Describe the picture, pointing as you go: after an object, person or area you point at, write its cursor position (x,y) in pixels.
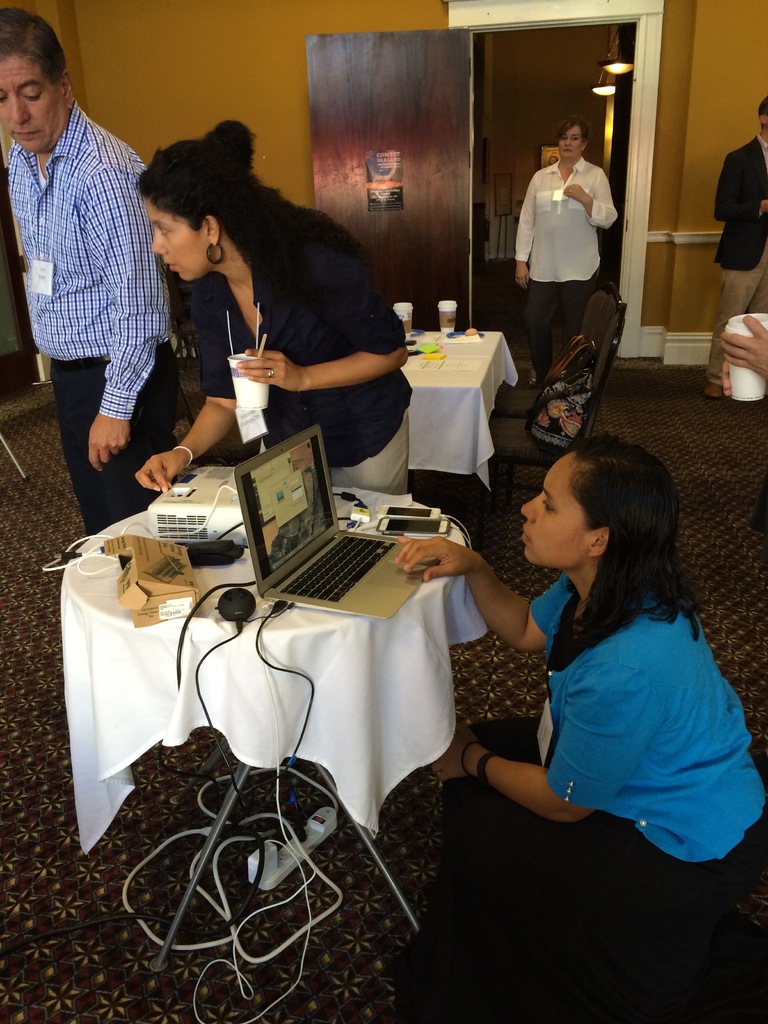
As we can see in the image there is a wall (293,73), door (374,66), few people (763,112) standing here and there and there is a table (159,735) over here. On table (312,659) there is a laptop (315,582) and mobile phones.
